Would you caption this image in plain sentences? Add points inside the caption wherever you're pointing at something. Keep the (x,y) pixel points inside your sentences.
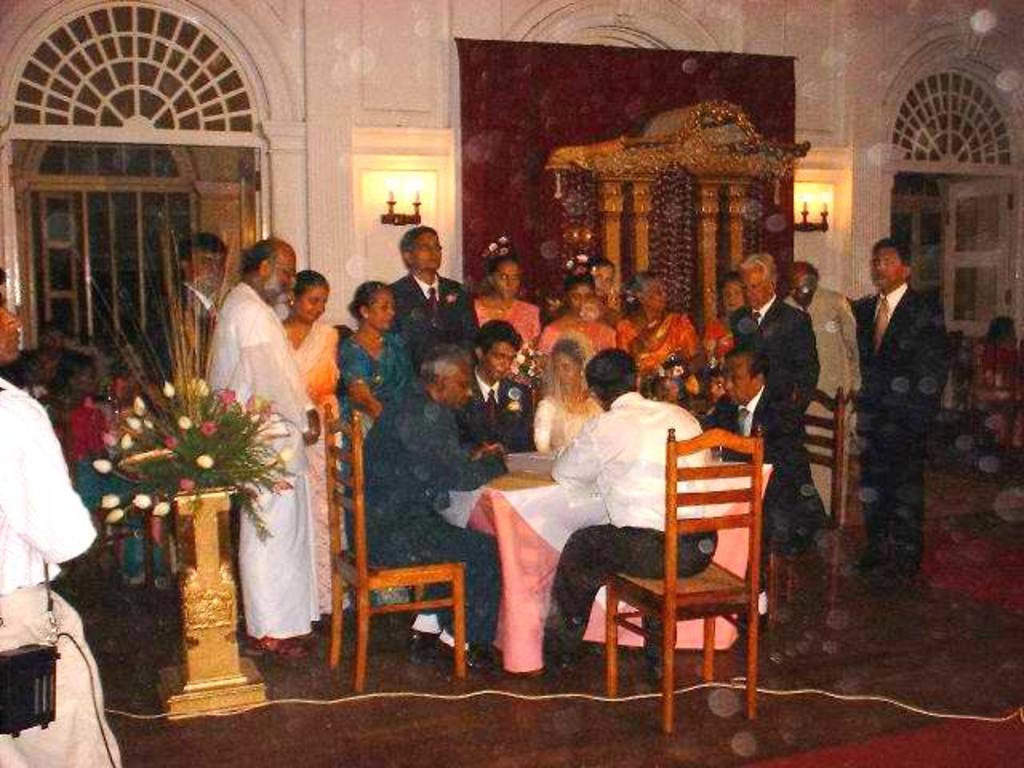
In this image i can see group of people (501,421) sitting on chairs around the table (531,500) and few people (632,328) standing behind them. In the background (343,218) i can see a wall (379,80), a cloth (485,87), a door (117,193) and a flower vase (174,463).
